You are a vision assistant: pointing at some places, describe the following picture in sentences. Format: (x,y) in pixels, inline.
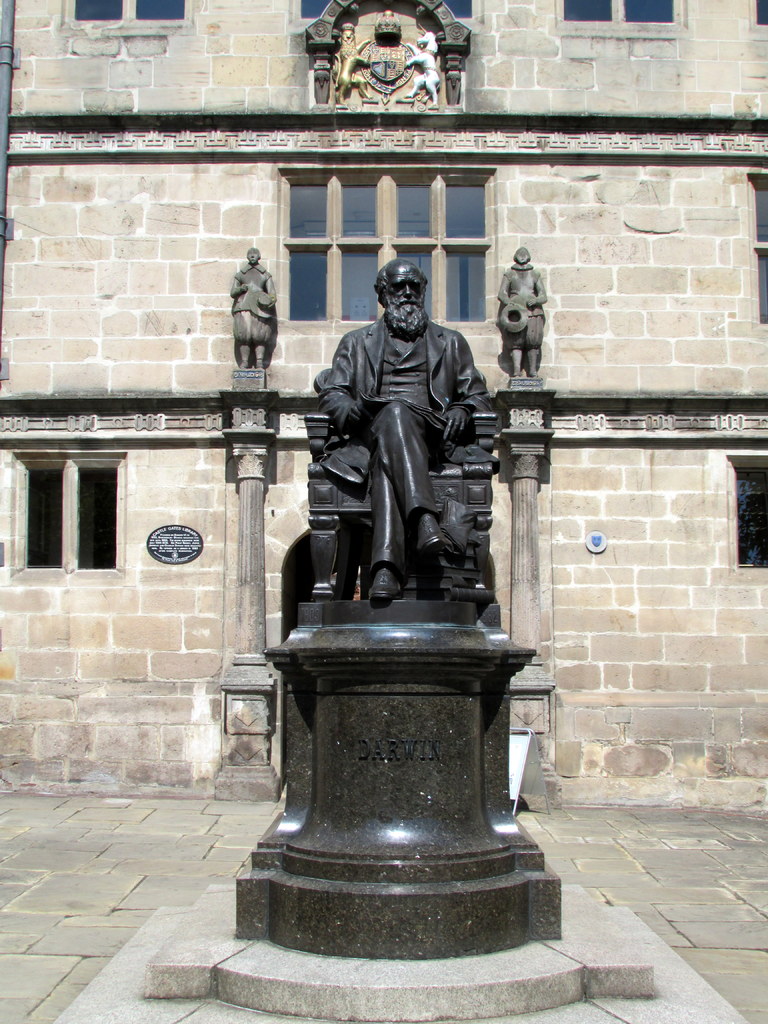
In the center of the image (491,513) we can see a statue (470,501). On the backside (516,618) we can see a building (240,756) with windows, a board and some statues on the wall (226,539).
